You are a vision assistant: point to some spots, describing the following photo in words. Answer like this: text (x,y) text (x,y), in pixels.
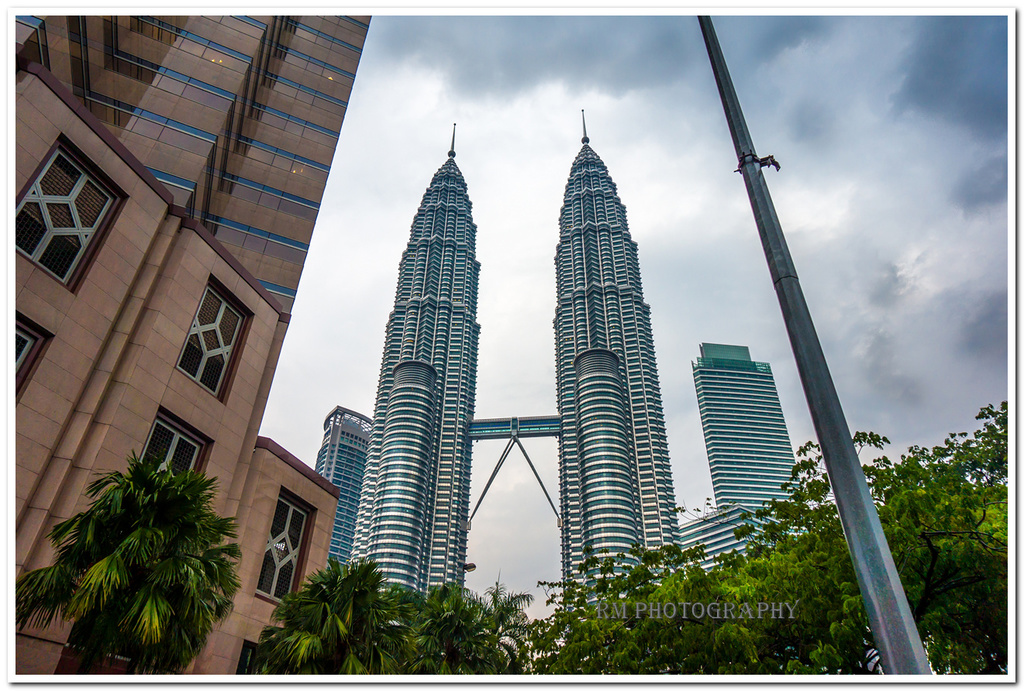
In this image I can see few buildings (198,218) and windows (215,345). They are in brown, white and blue color. I can see trees (781,561) and a pole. The sky (819,301) is in white and blue color.
